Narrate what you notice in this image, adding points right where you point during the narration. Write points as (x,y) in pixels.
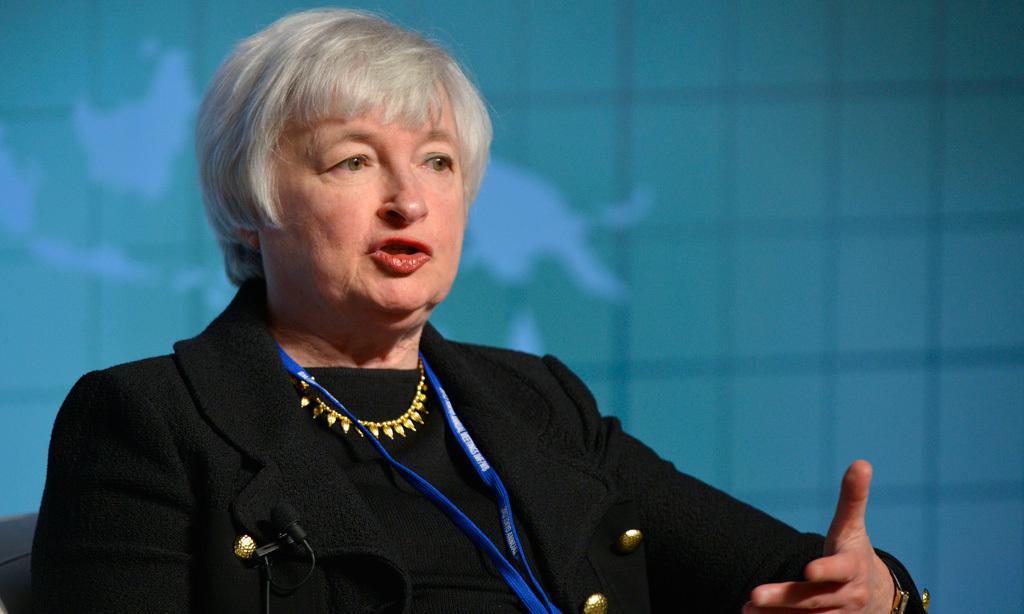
In the image we can see there is a person (368,475) and she is wearing a jacket (344,502) and id card (506,509). There is a mic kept on the jacket (264,493) and behind there is a wall (8,202). Background of the image (26,190) is little blurred.
